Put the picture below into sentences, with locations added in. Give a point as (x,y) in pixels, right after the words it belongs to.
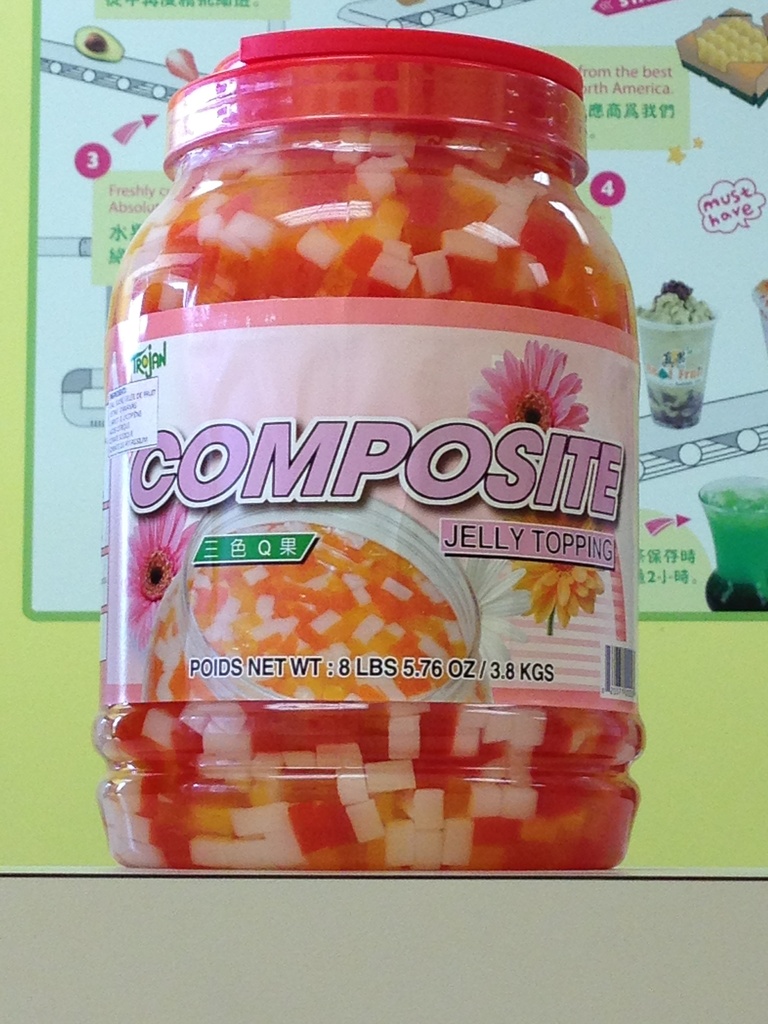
In this image we can see a container (222,621) with a lid (214,142) with some food (381,785) inside it which is placed on the surface (346,910).
